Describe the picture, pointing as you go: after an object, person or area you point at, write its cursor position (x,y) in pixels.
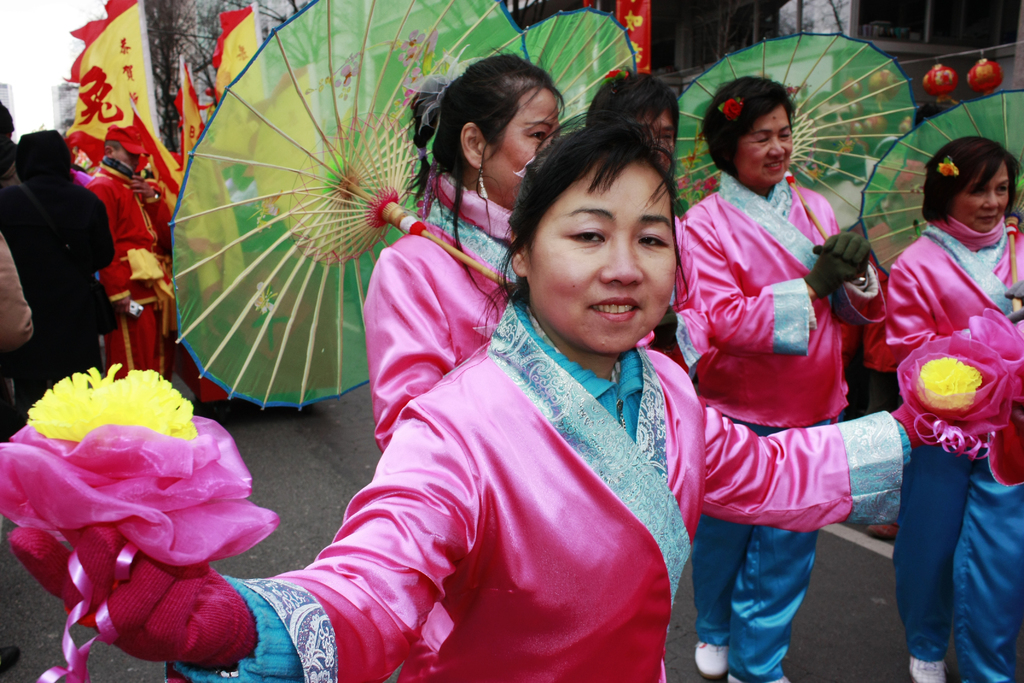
In this image there are group of people (615,416) who are wearing some costumes (704,298), and they are holding some umbrellas (914,236) and some flowers (147,490). And in the background (90,242) there are group of people (77,295) who are holding flags (132,90), and there are some trees (173,55), buildings (1011,17), and some objects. At the bottom (316,520) there is walkway (307,545).
